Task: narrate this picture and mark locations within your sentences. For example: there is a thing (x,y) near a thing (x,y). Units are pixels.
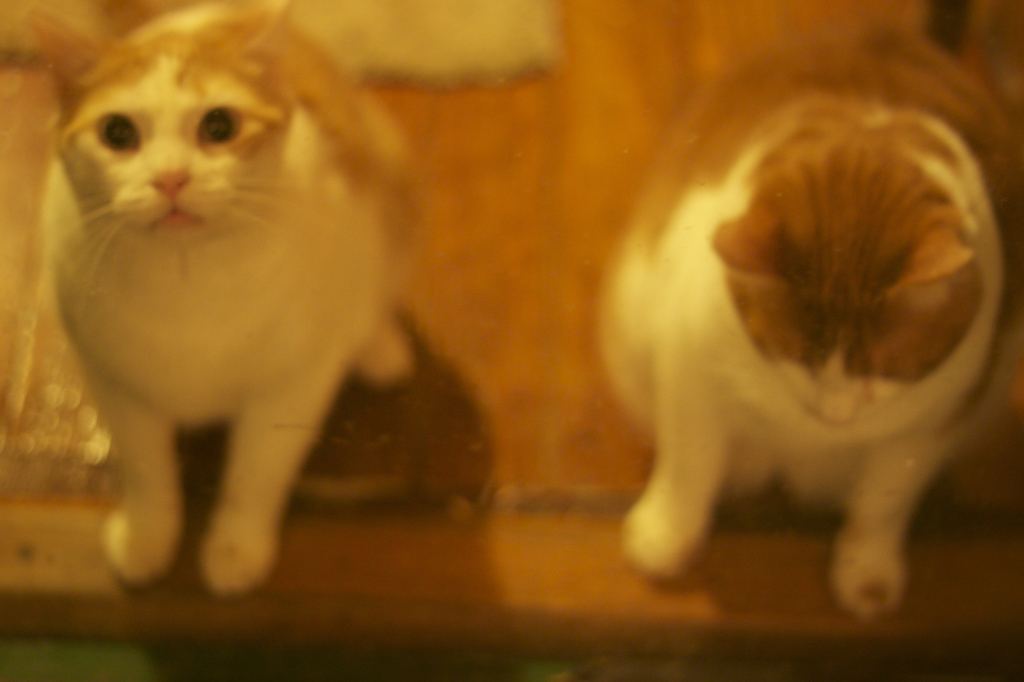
Here in this picture we can see a couple of cats (237,185) present on the floor (7,575) over there.
